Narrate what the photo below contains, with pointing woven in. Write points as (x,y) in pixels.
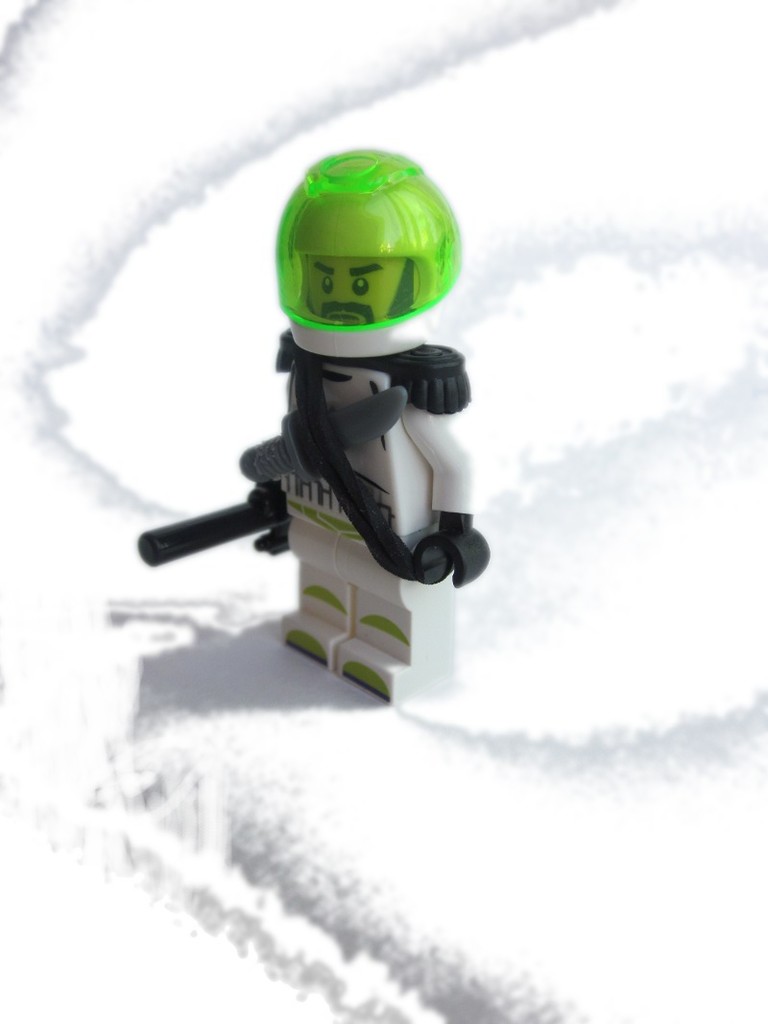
In this image I can see the toy (377,413) which is in green, white, ash and black color. I can see the green color helmet (343,319) to the toy (340,301). It is on the snow (316,794).
